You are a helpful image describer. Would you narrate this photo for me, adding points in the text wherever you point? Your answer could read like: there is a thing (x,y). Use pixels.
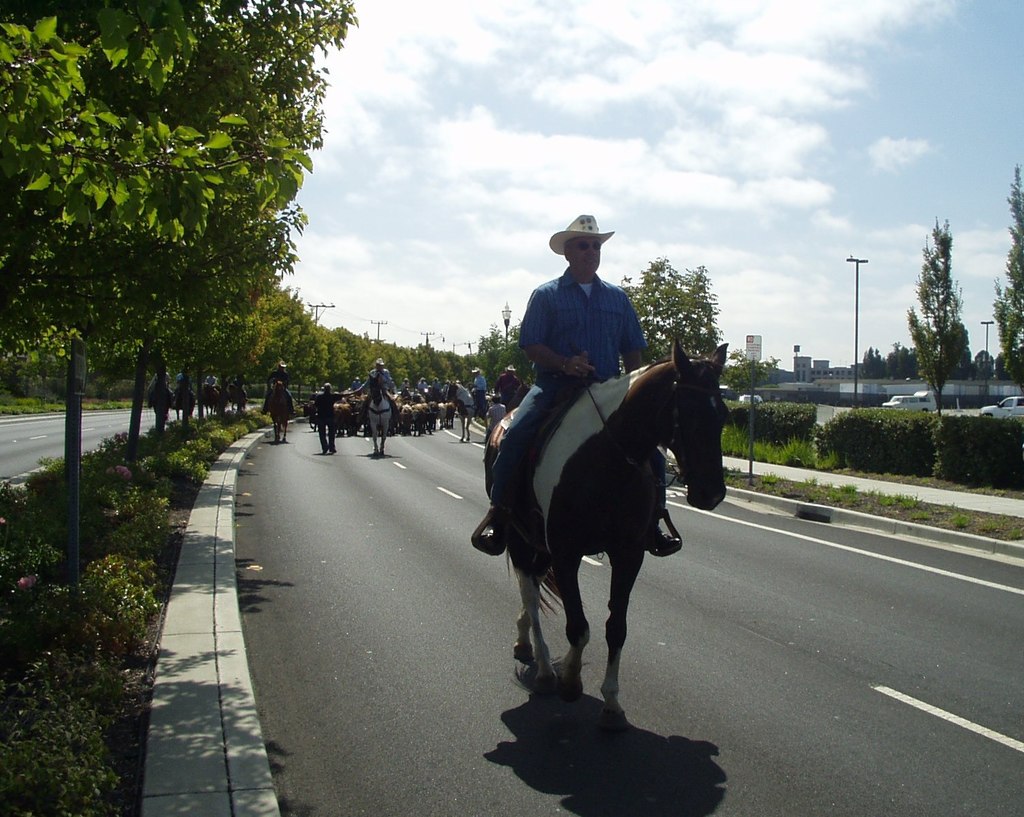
In the image there is a man (568,338) riding a horse (527,599) on the road (397,481), behind him there are some animals (380,409) and other people (328,404). There are plants (102,527), trees (51,252), poles (752,450) and on the right side (899,406) there are some vehicles (928,409).
